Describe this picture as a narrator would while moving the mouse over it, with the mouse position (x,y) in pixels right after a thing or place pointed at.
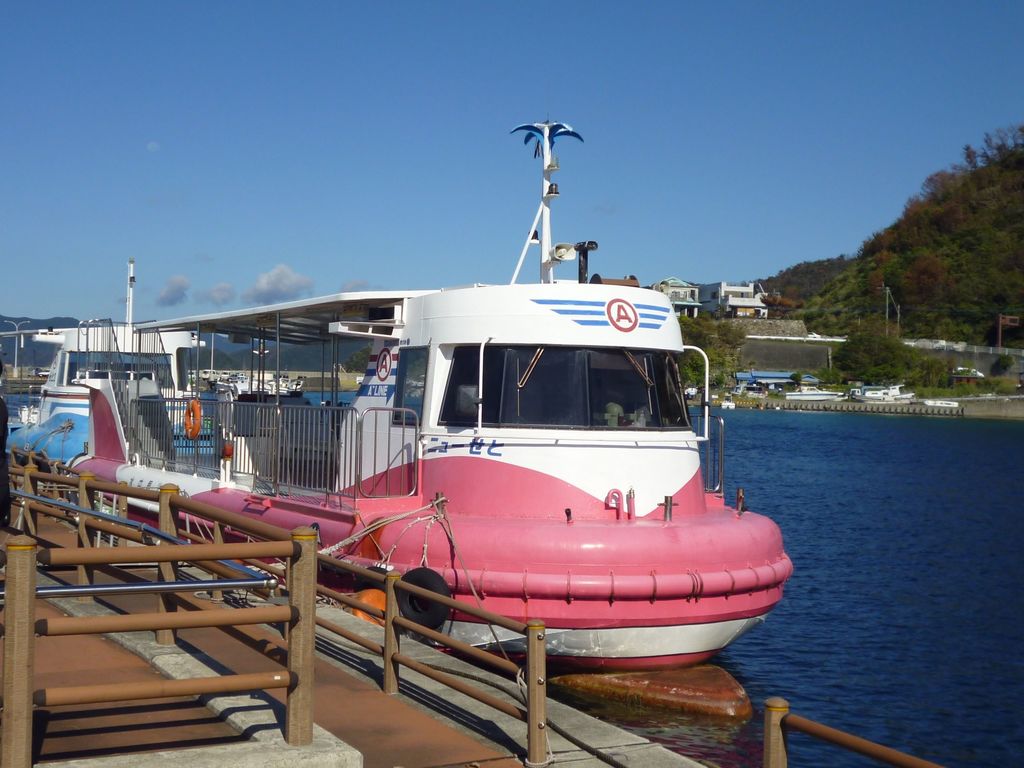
In this image, we can see few boats (468,491), water (939,589), walkway (340,673), rods (43,635). Background (835,328) there are so many trees (805,322), poles (1009,323), houses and sky (496,182).
